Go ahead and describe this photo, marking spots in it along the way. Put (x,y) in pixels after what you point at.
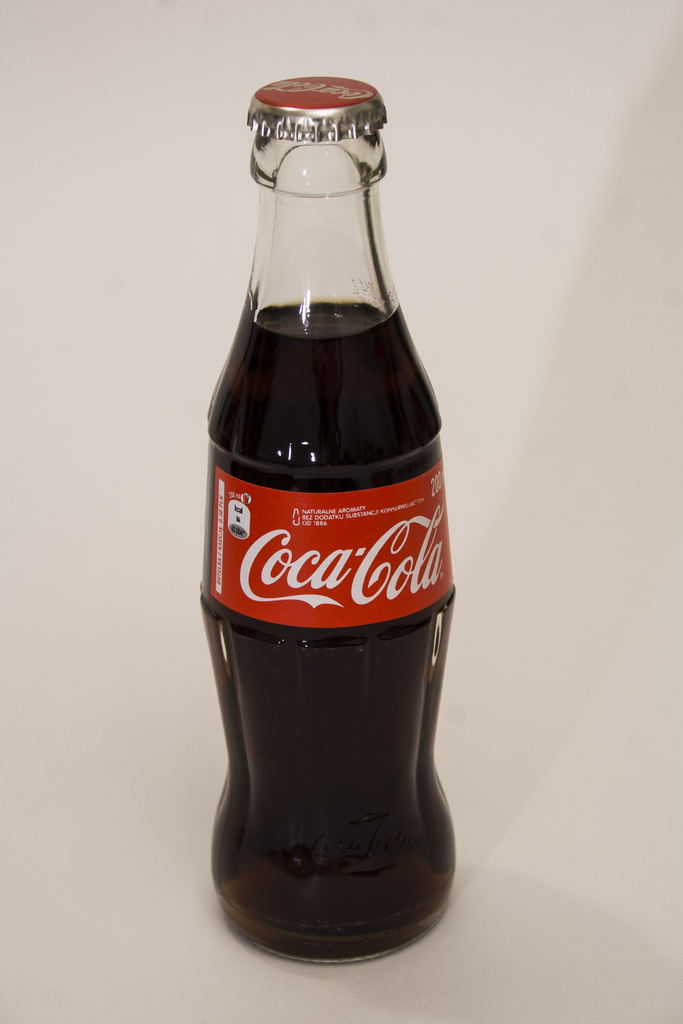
This pictures describes about bottle (256,474) and it is filled with drink (327,648).
